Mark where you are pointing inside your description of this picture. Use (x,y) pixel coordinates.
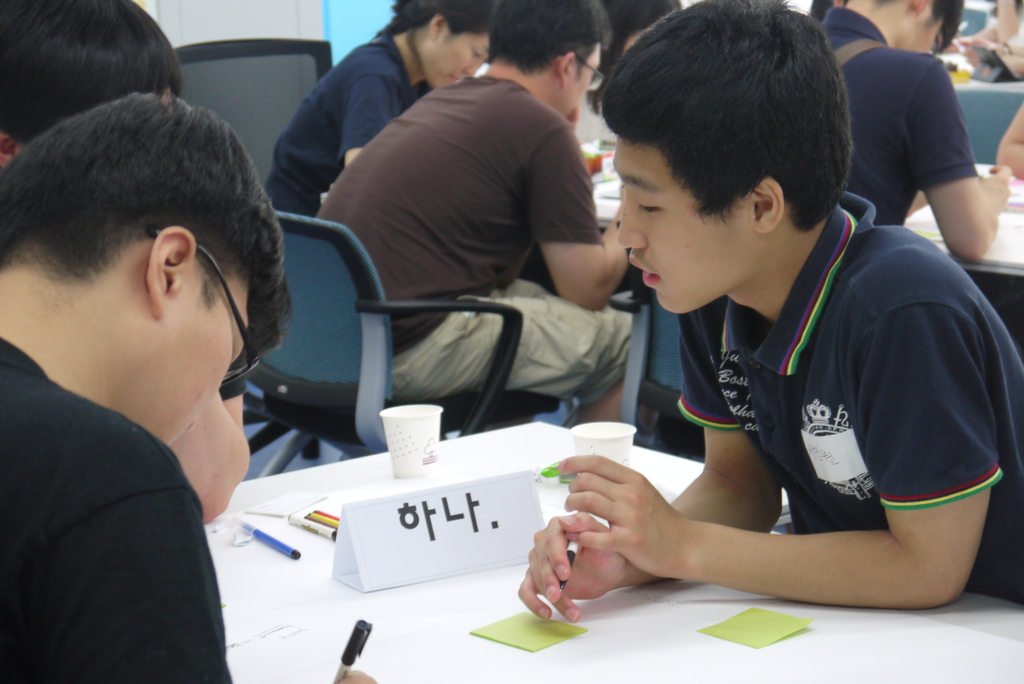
In this image we can see these people (740,130) are sitting on the chairs (289,70) near the table (729,647). Here we can see markers (316,511), name board (444,574), cups (607,440) and a few papers (768,641) on the table (306,587). In the background (511,4), we can see a few more people (353,55) sitting on the chairs (278,55).
